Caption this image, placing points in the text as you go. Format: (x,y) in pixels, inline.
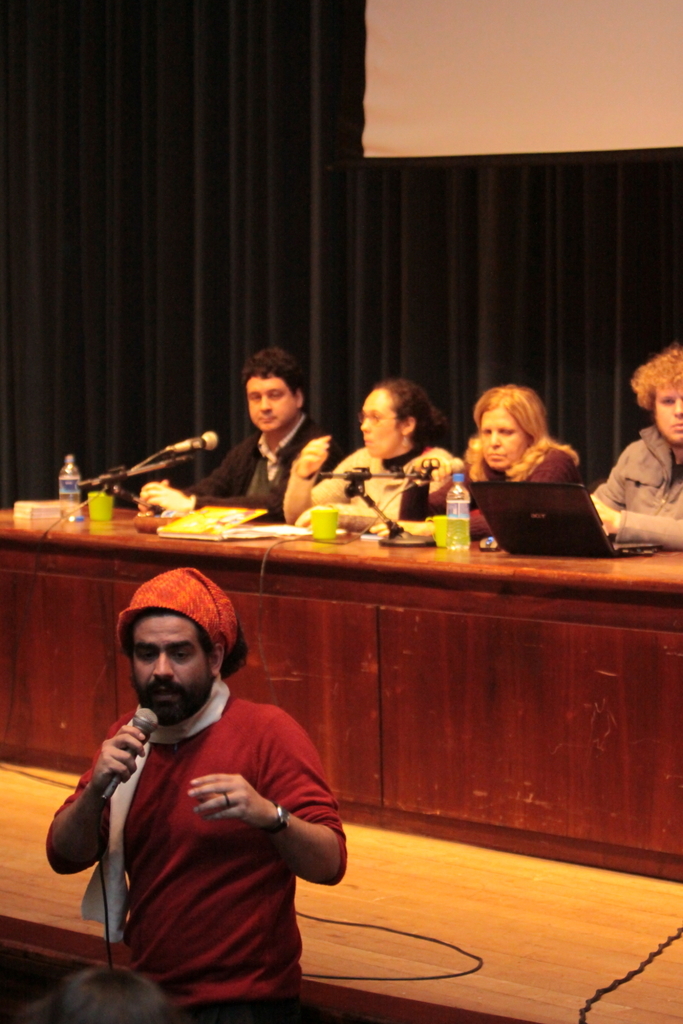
In the center of a picture there is a person (200,778) holding a mic (152,719). In the background (446,94) there is a projector screen (428,102) and there is a curtain (352,275). In the center of the picture (383,557) there is a desk (259,571), on the desk (165,544) there are cups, mics (167,449), water bottles (71,477), books (212,519) and laptop (526,504) and there are people (373,453) sitting on chairs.
